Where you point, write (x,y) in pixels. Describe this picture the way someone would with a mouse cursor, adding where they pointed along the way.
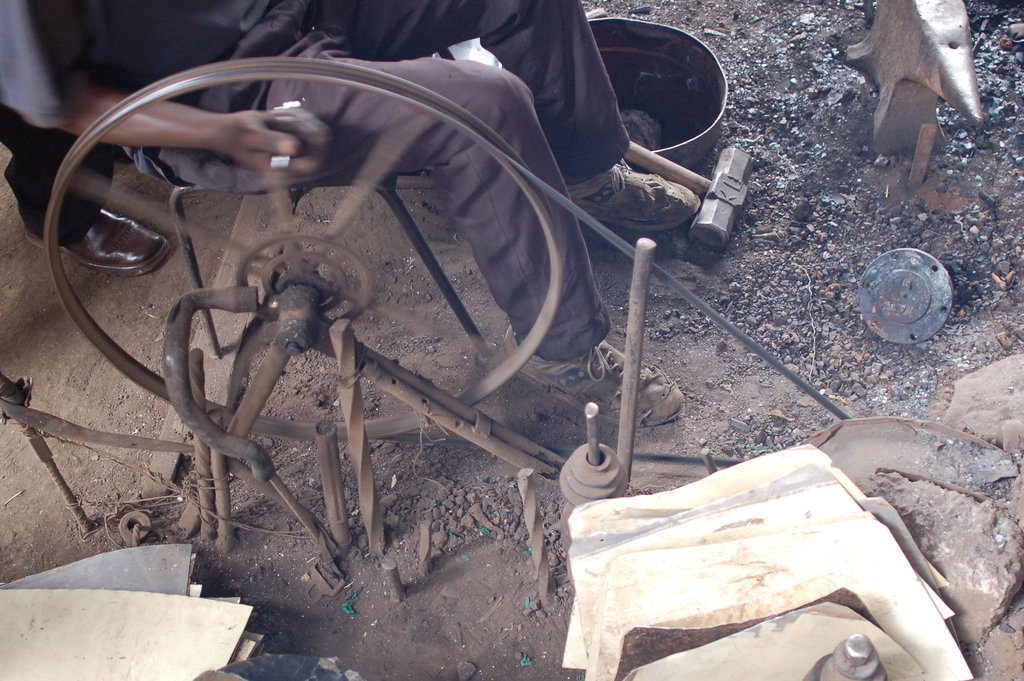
There is a person (202,38) who is sitting on a chair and holding handle (276,191) of a wheel (280,175), near some iron objects (301,514). In the background (65,223), there is a person (38,234) who is standing on the ground (171,273) and there are other objects (771,540).
